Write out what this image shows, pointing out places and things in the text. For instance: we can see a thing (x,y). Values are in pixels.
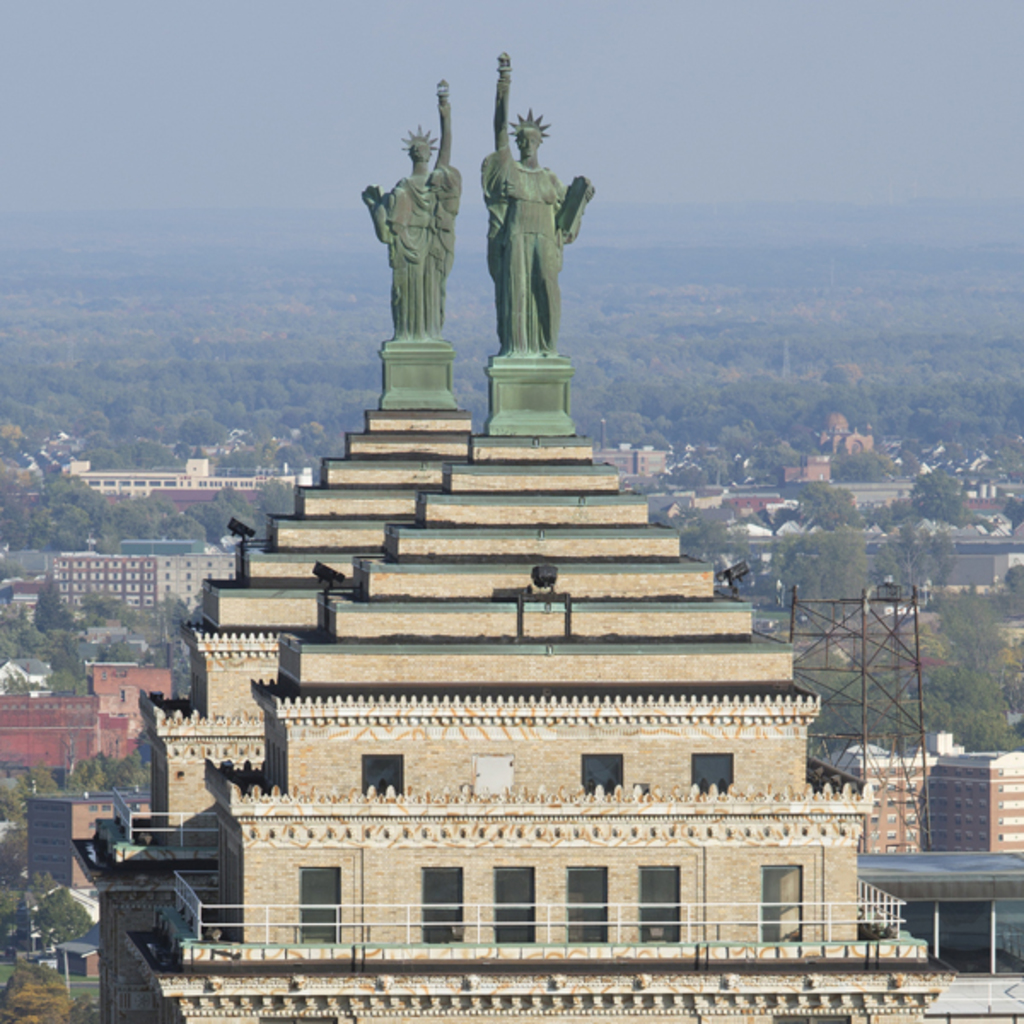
In this image I can see few buildings (229,616), windows (131,589), trees (846,567), poles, lights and green color statues (491,168). The sky (822,159) is in blue color.
